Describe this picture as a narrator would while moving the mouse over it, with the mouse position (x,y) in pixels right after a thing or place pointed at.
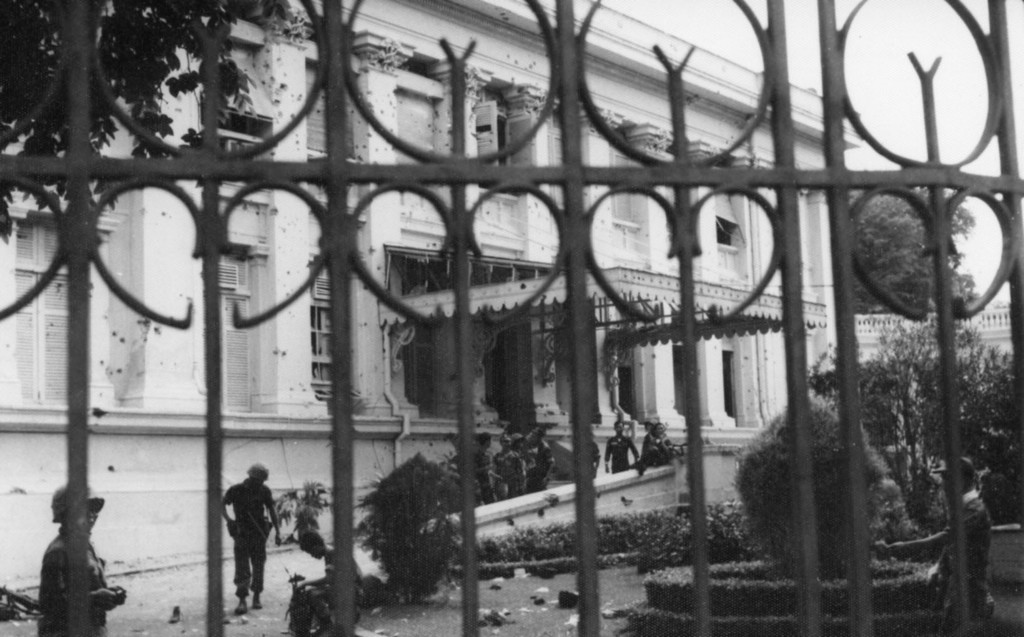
In the foreground (608,166) I can see a fence (694,407), plants (743,474), trees (918,484) and group of people (89,499) on the road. In the background (566,458) I can see a building (495,200), windows (498,158) and the sky (673,21). This image is taken during a day.
